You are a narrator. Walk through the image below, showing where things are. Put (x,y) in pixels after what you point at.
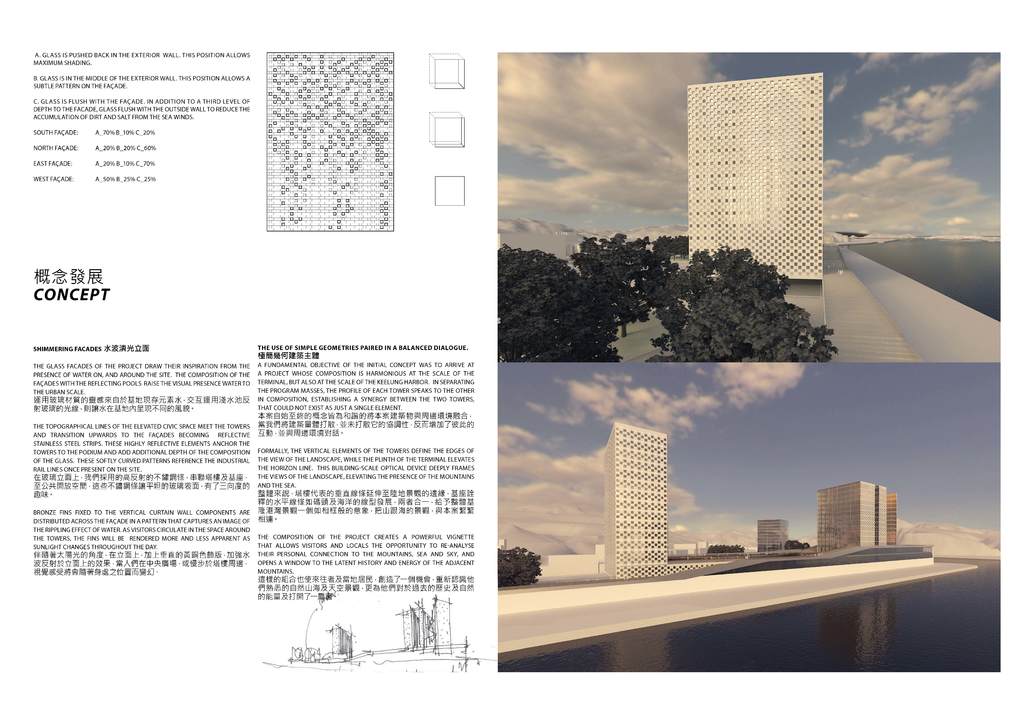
This is a collage picture and in this picture we can see buildings (888,535), trees (693,304), water (915,596), sky (563,115) with clouds (640,106) and some text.
